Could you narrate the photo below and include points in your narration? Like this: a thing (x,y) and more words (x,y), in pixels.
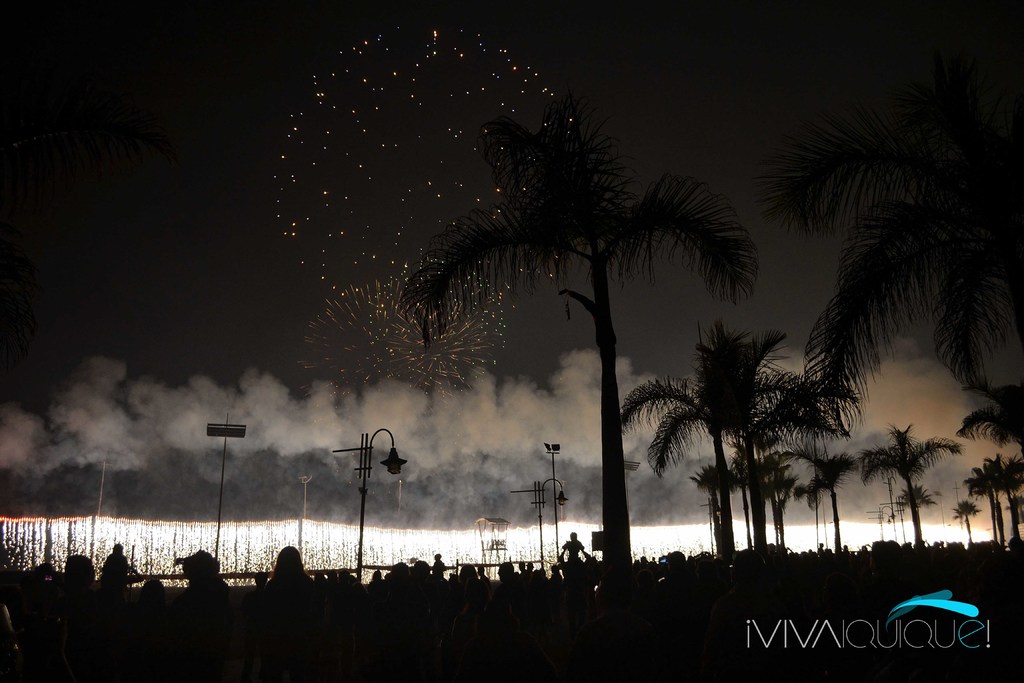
Here in this picture we can see number of trees (816,417) present over there and we can also see light posts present and we can see people (569,577) sitting and standing over there and we can see some lights (79,548) being decorate over a place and we can see smoke (575,437) present and we can see crackers (301,239) burning in the air (310,248) over there.
